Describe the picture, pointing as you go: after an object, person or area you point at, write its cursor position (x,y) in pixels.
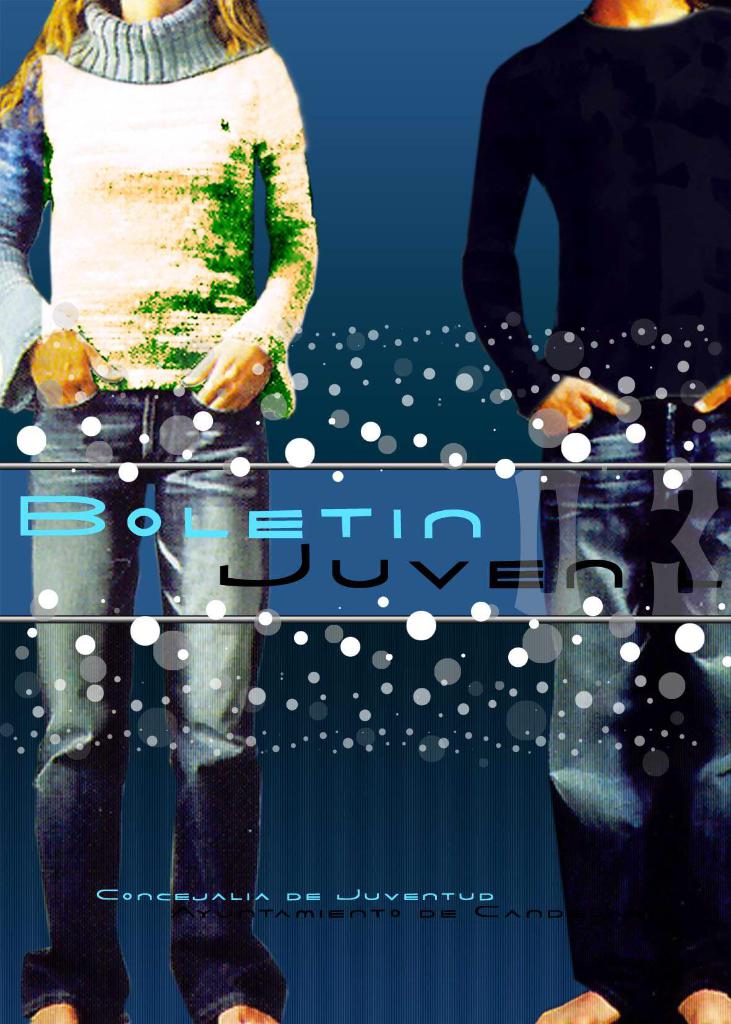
This image consists of a poster (298,490) with an image of a woman (97,413) and a man (611,152) standing and there is a text (506,565) on it.
